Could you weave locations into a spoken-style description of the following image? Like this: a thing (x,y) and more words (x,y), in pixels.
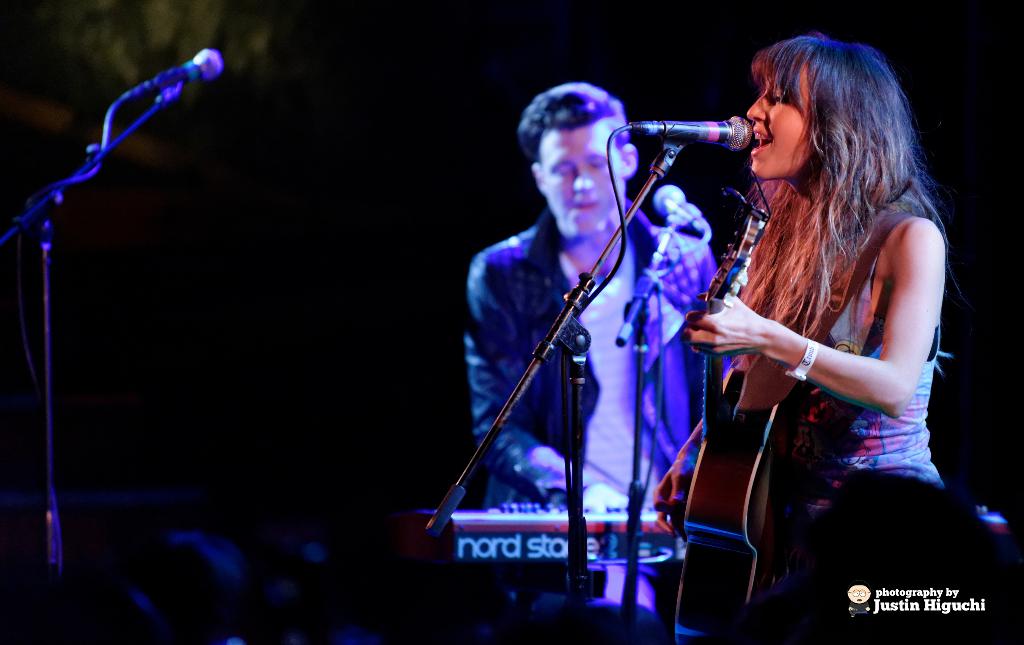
In the foreground of the picture (759,318) there is a woman (793,150) playing guitar (730,501) and singing into a microphone (588,338). On the left (44,408) there is a microphone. In the background (535,306) there is a person (587,489) playing piano (562,528). In the center (658,244) there is a microphone (674,203). The background (335,43) is dark.
